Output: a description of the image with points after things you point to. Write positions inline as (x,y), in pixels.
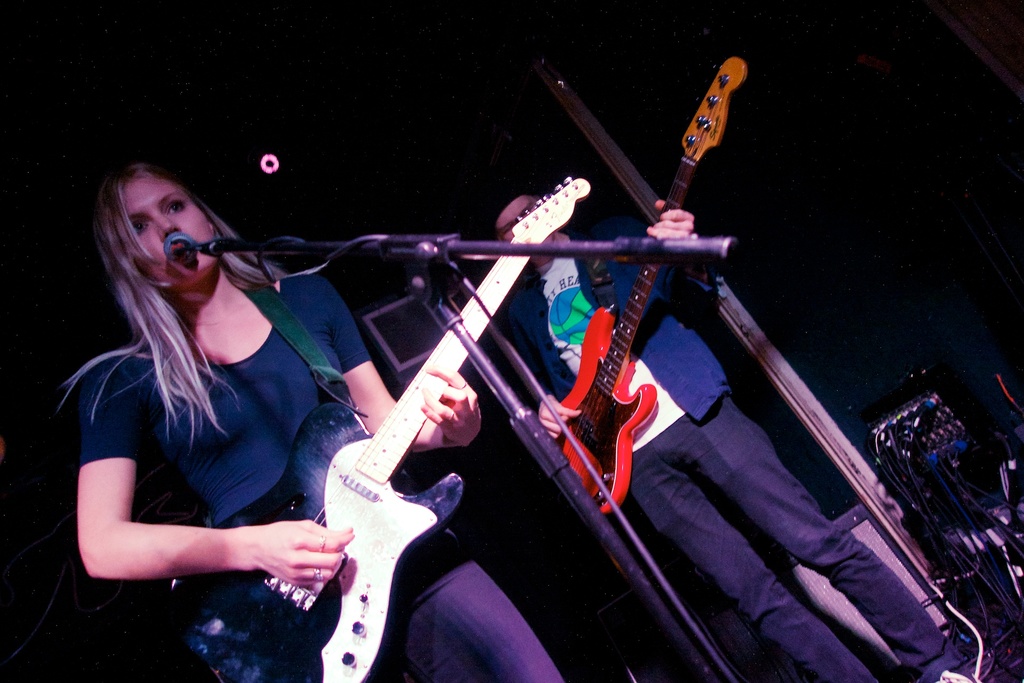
In this picture we can see a man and a woman (296,278) holding a guitar (256,633). There is a mic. We can see a few wires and electronic devices (828,600) on the right side (936,485). There is a light (276,155). Background (317,145) is black.
